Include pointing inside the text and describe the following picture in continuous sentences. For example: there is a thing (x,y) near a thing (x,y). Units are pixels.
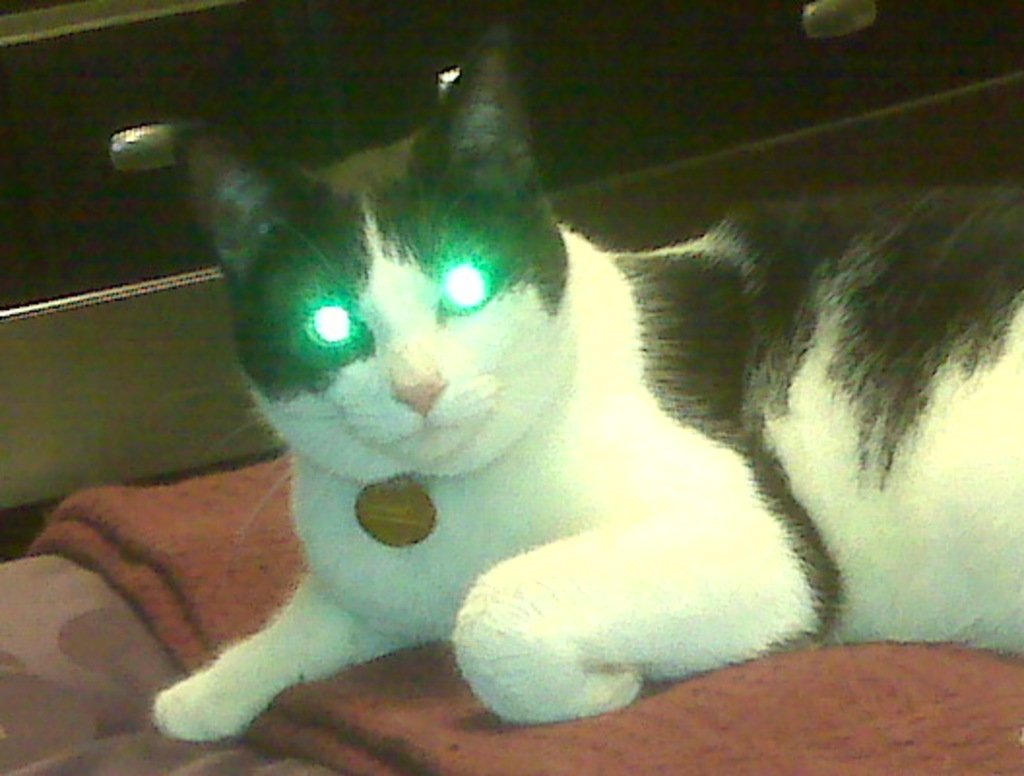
In this picture we can see cat (595,303) on the bed sheet (313,689). In the background of the image (391,67) it is dark.
